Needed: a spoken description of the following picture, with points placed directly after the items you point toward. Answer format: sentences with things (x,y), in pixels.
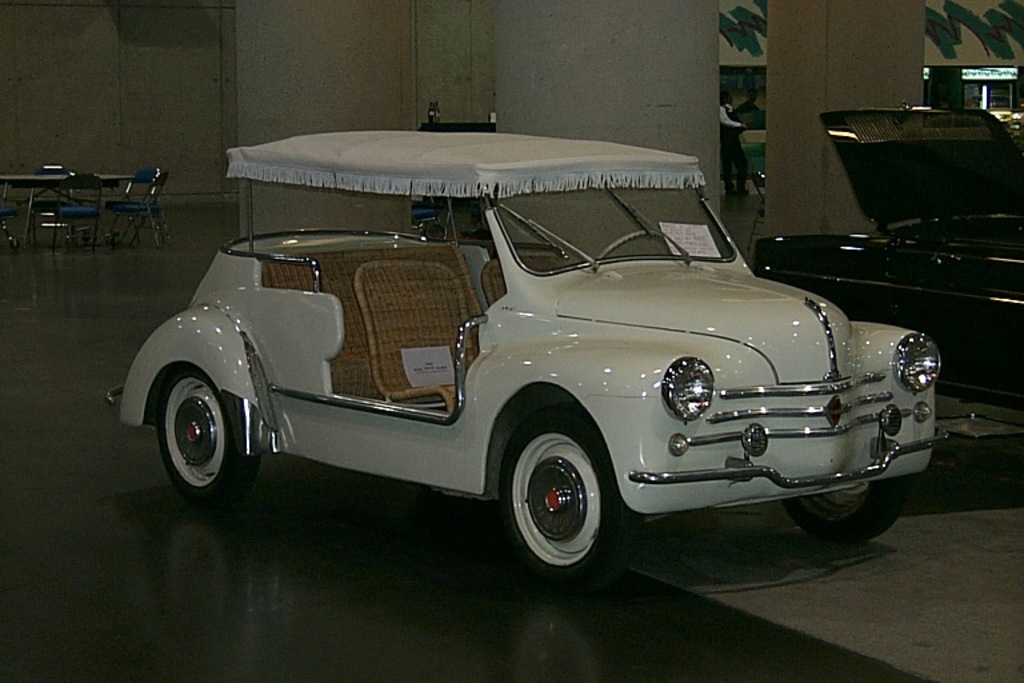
This image consists of cars (459,351) and there are tables (31,191) and chairs (56,213) on the left side (52,214). There is a person (732,135) standing in the middle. In the middle (608,337) there is a car (223,476) which is in white color.
